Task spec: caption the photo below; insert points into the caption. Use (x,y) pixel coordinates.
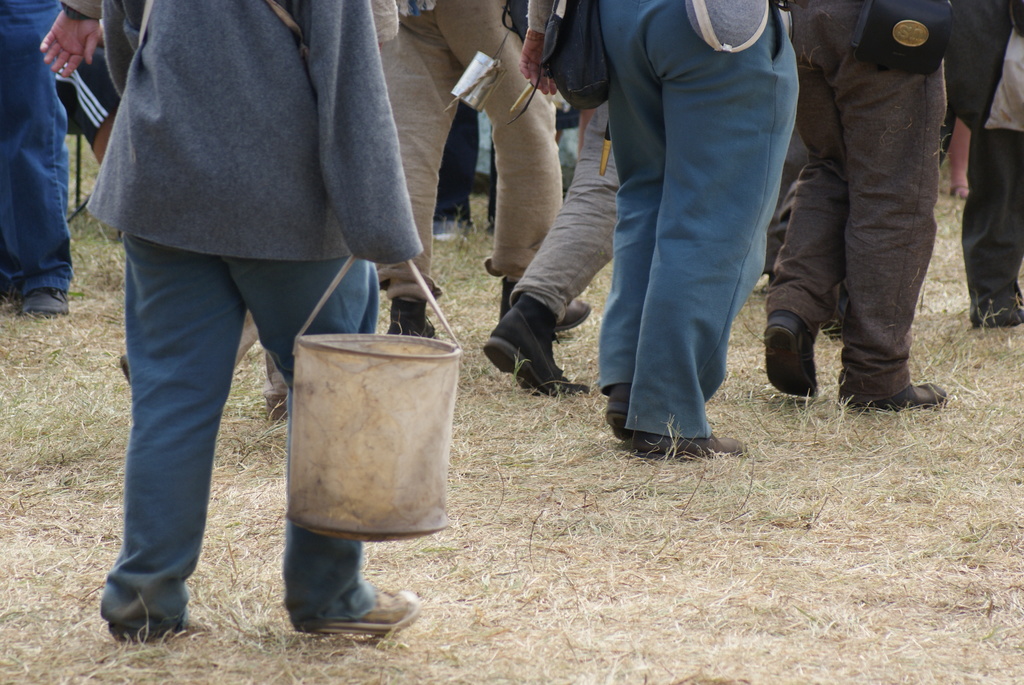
In this picture it looks like a person (366,52) holding a bag (379,490) and standing on the grass (193,634). In the background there are many people (524,143) standing on the grass (19,534).
